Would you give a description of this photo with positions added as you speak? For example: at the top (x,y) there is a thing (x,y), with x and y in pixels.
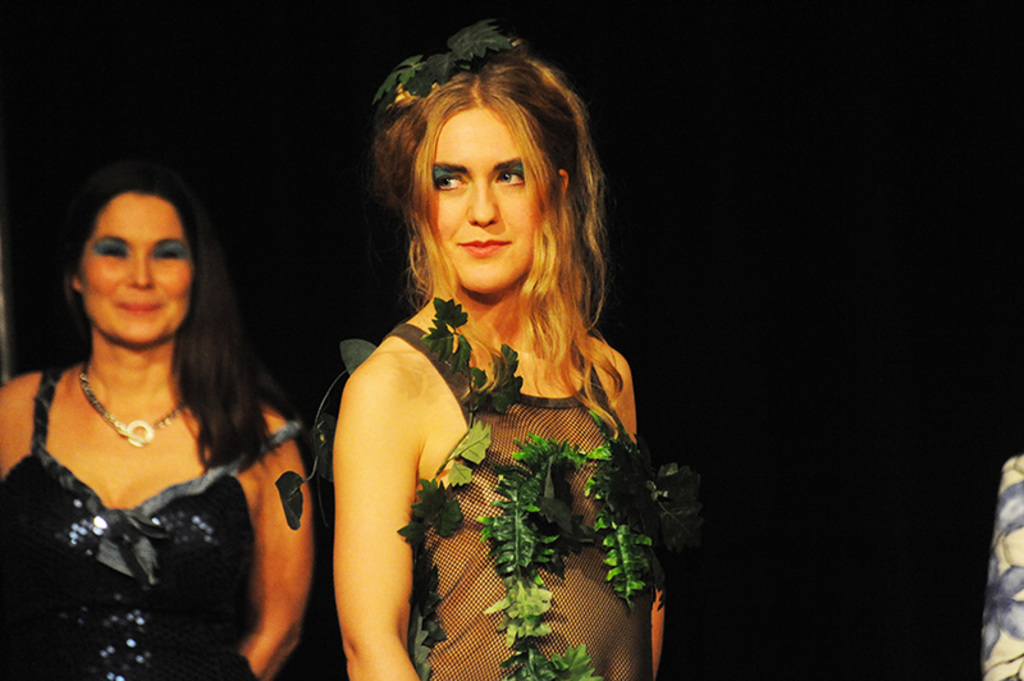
In this picture we can see there are two women (281,589) standing. On the right side of the woman (462,536), it looks like a cloth (1003,636). Behind the women (383,479) there is the dark background (323,663).
